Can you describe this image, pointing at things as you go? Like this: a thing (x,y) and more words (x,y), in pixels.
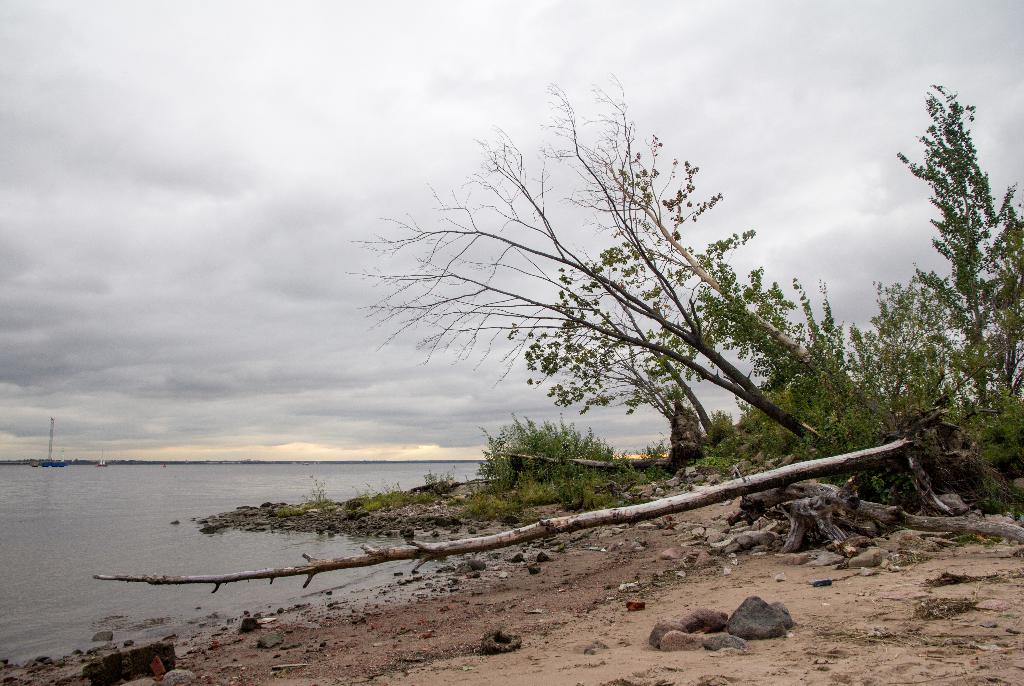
In this image there is one lake (266,497) and on the right side (873,468) there are some trees (974,345), rocks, sand (524,600) and some plants (537,477). At the top of the image (391,168) there is sky (249,270).
